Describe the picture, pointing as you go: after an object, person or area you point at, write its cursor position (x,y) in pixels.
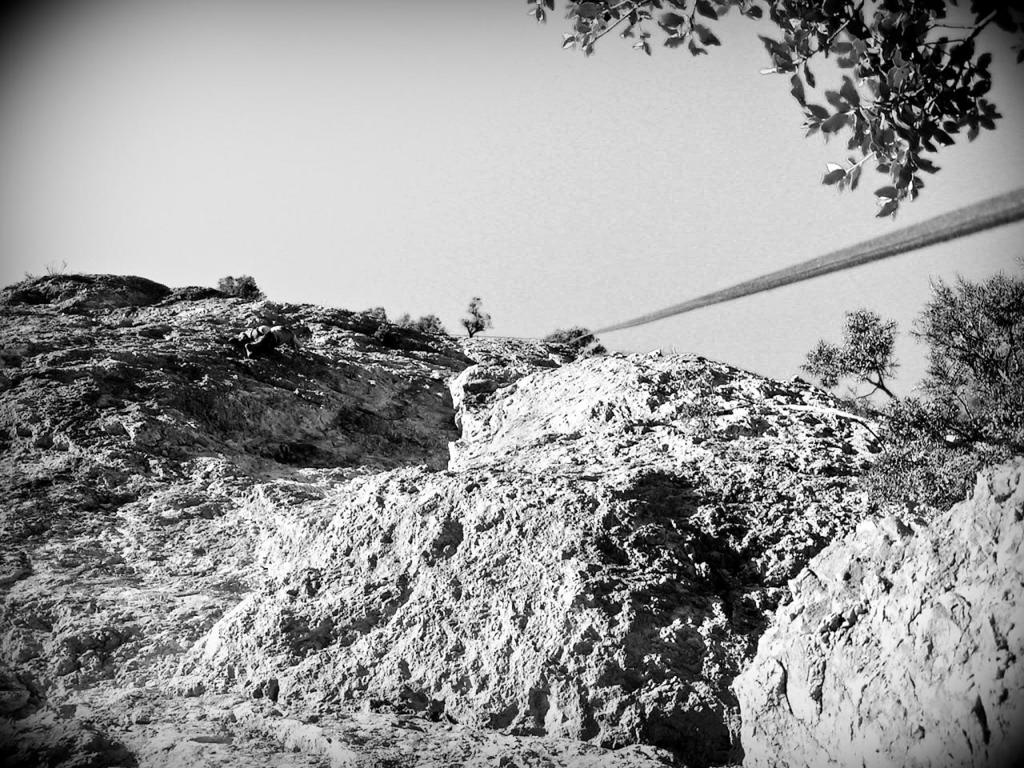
In this image I can see the black and white picture in which I can see a rocky mountain (403,506), few trees (933,356) on the mountain (460,338) and the rope (986,219). In the background (590,206) I can see the sky (439,190).
